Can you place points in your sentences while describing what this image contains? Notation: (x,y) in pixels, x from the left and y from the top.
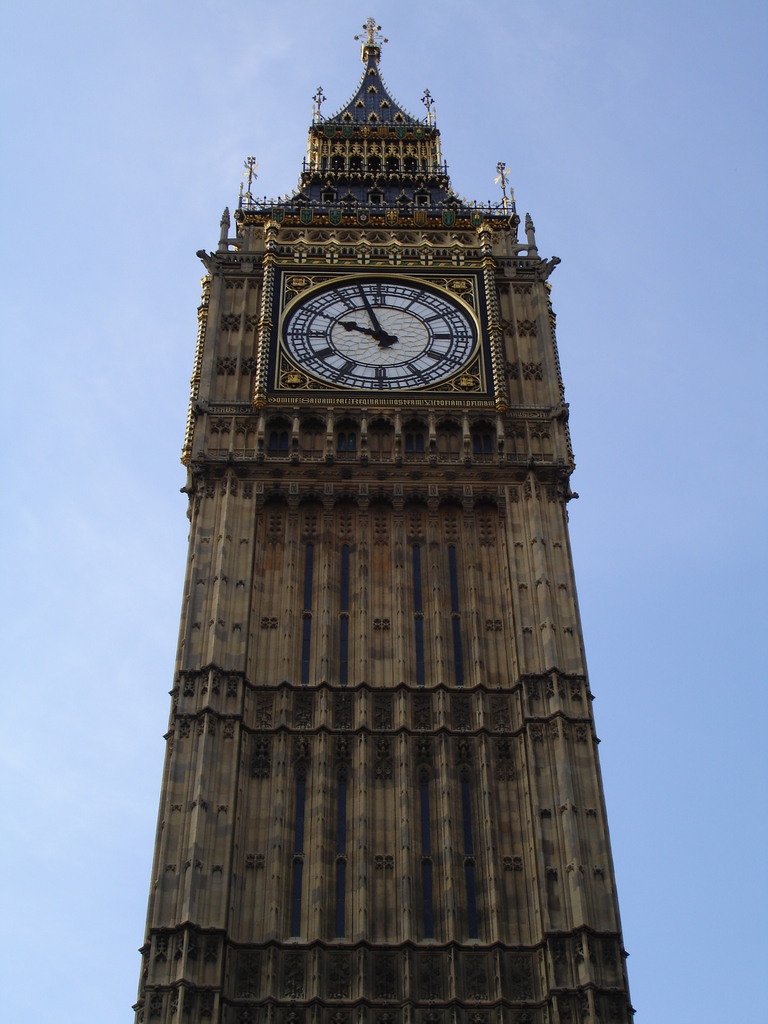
An outdoor picture. This is a clock tower (352,886), it has a clock (369,370).
